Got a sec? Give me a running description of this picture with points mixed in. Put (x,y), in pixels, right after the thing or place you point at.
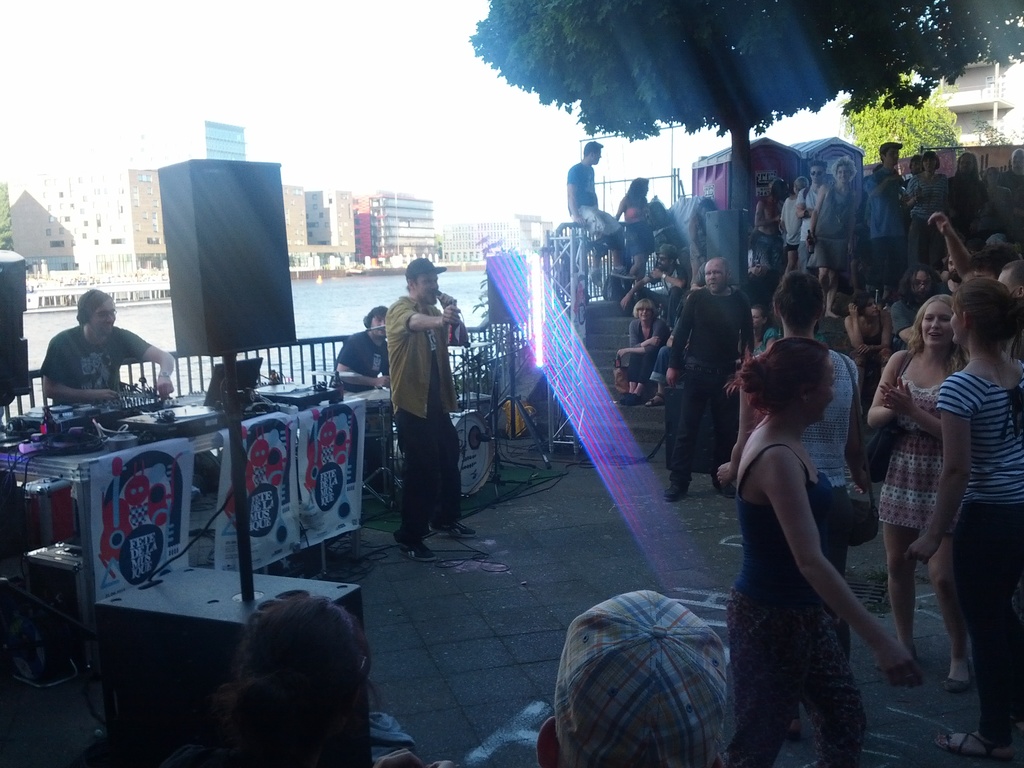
In this picture I can see group of people (591,747) standing, there is a person (428,312) holding a mike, there are speakers (231,251), banners (277,420), there is a drum (463,436), there are music players (112,418) on the table (37,457), there are iron grilles (569,277), trees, water (368,309), buildings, and in the background (449,78) there is sky (282,78).
